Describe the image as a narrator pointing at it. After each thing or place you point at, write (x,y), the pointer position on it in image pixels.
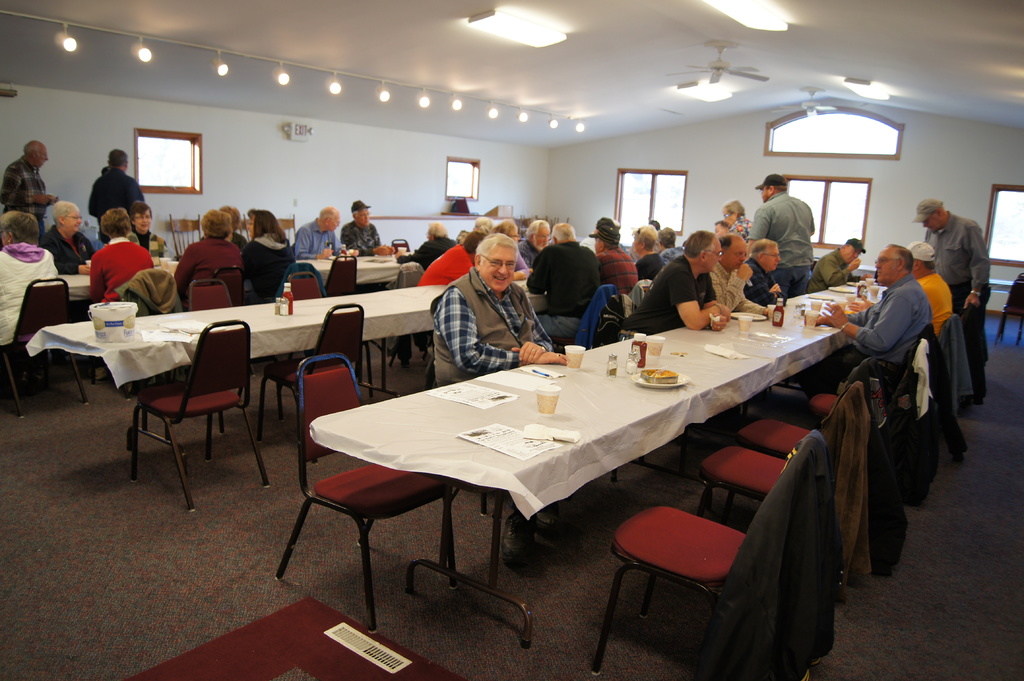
People (66,225) are sitting at tables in a row and having food (672,371).
